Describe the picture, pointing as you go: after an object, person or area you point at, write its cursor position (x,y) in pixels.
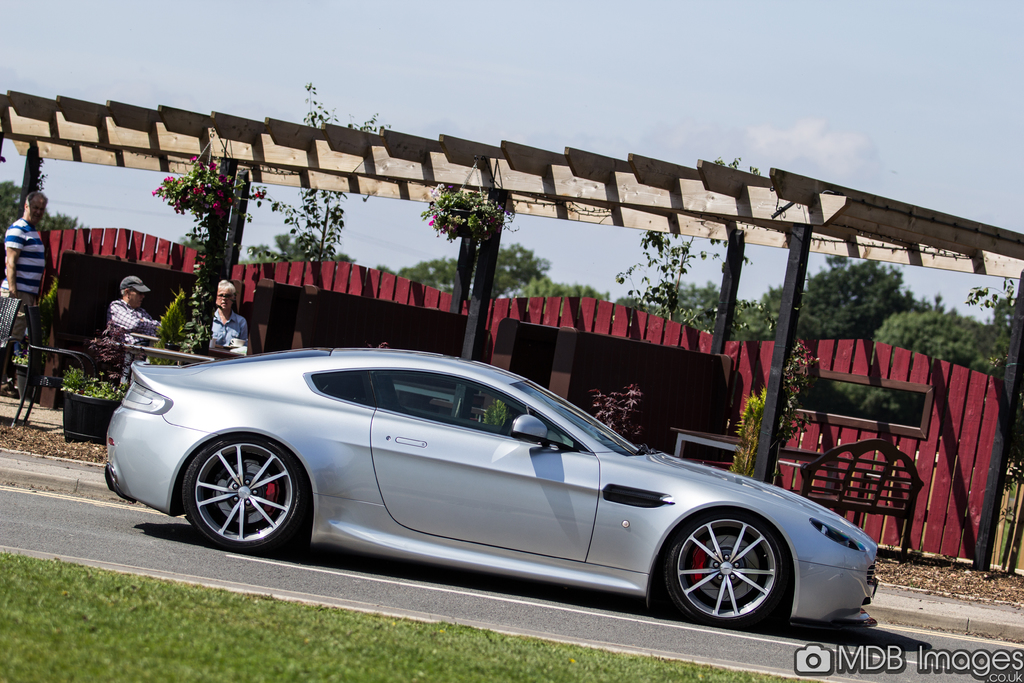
In this image I can see in the middle (505,441) there is a car (405,544) on the road (949,678), on the left side (221,308) three persons (150,329) are there. In the middle (644,361) there is a wooden wall (831,443), at the back side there are trees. At the top (620,86) it is the sky (648,88), in the right hand side (959,661) bottom there is the water mark (983,651).
